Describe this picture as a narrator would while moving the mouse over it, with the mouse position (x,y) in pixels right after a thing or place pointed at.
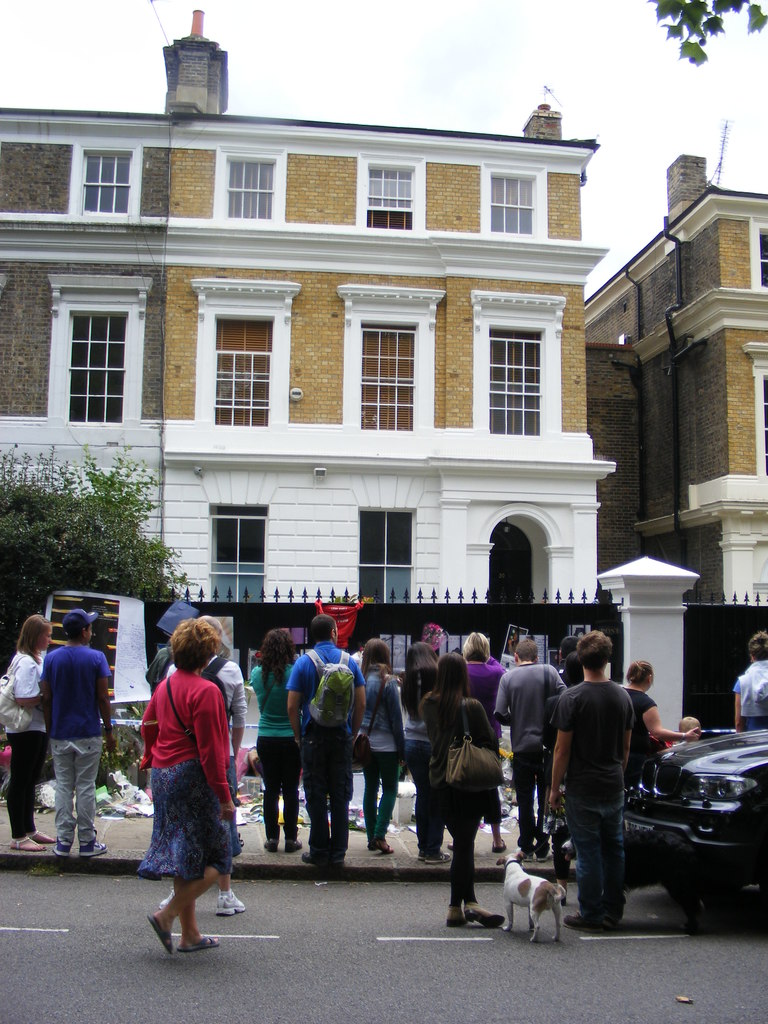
In the picture we can see a building (503,576) with a window (117,361) and glass (79,337) to it and near to it, we can see a railing (610,607) and some plants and near the railing (277,611) we can see some people (416,749) are standing on the path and besides, we can see a road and some vehicle (655,781) standing on the road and in the background (270,46) we can see a sky (258,49).
